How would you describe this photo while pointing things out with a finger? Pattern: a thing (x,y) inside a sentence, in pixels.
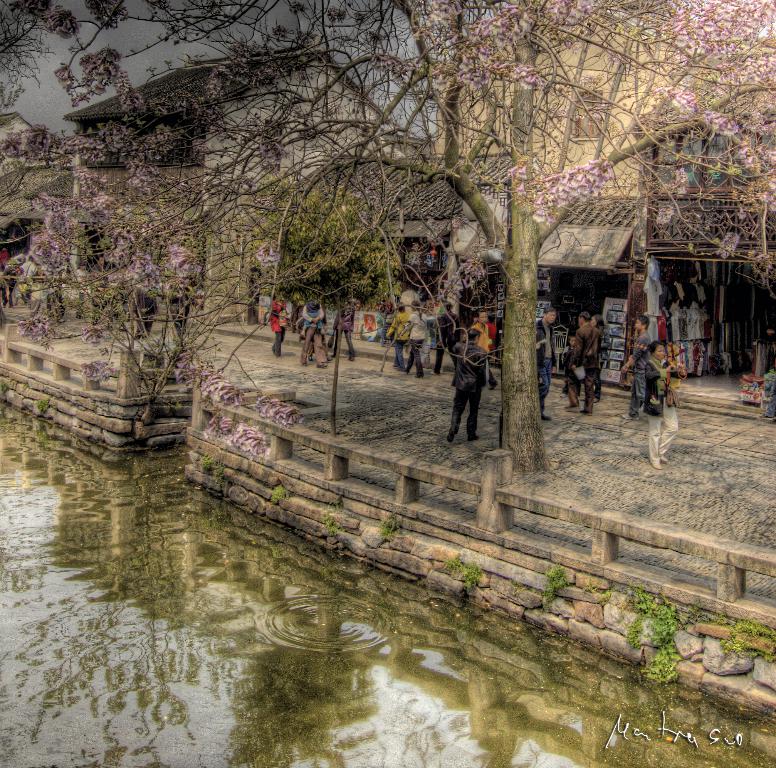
In this image there are a few persons (408,372) walking on the pavement (333,360) in front of the shops (480,295) of the buildings (382,178), in front of the buildings (580,216) there are trees (362,258) and there is a lake (325,660).
